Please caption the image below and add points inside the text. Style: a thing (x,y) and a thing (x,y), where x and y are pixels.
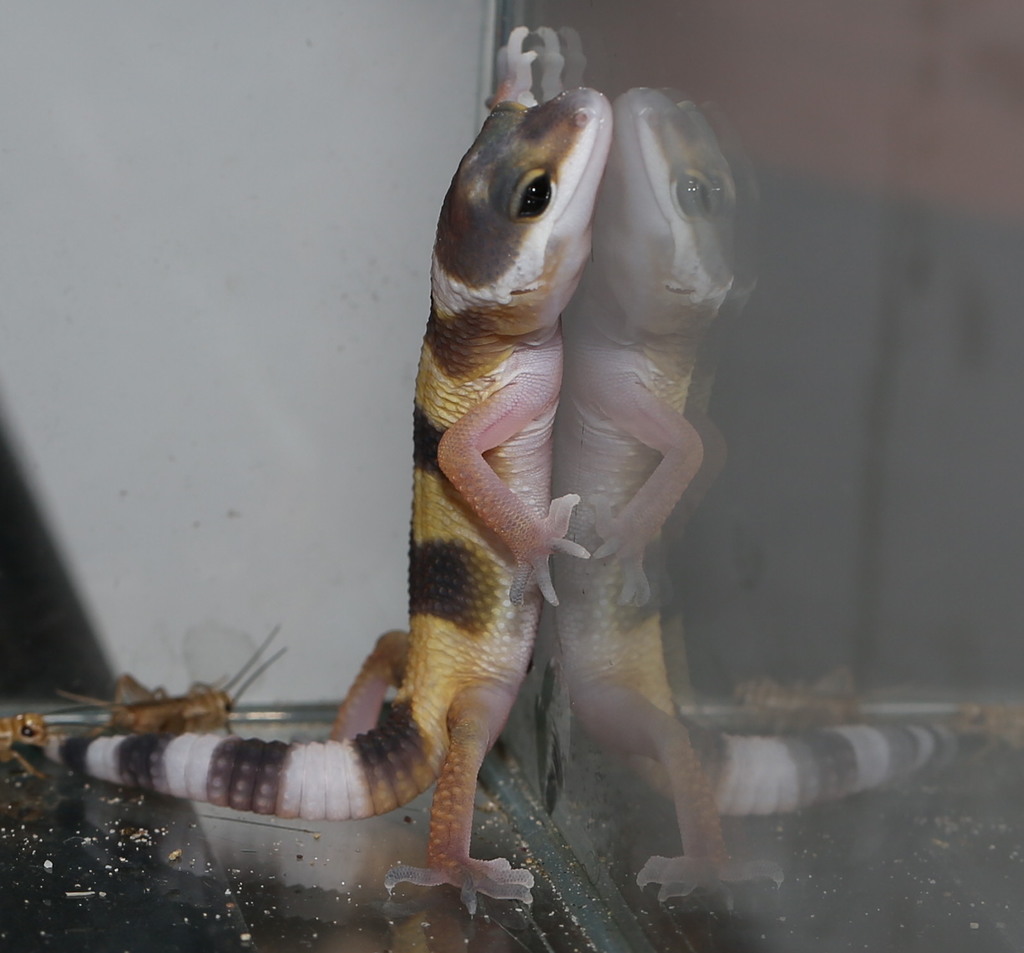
On the right side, there is a lizard (479,448) on a glass surface (508,836), on which there is a dust (348,899). In the background (298,278), there is a white wall (233,215).
